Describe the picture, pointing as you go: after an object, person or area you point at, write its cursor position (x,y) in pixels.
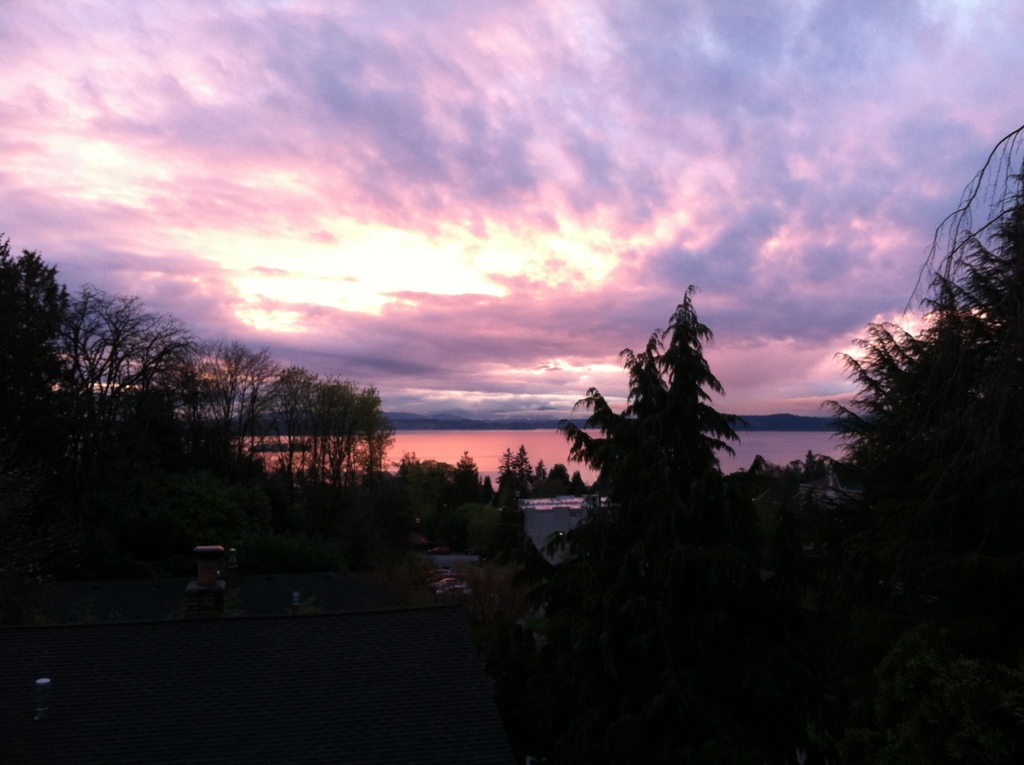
As we can see in the image there are trees (698,671), water (416,433), sky (608,8) and clouds (519,204). The image is little dark.
